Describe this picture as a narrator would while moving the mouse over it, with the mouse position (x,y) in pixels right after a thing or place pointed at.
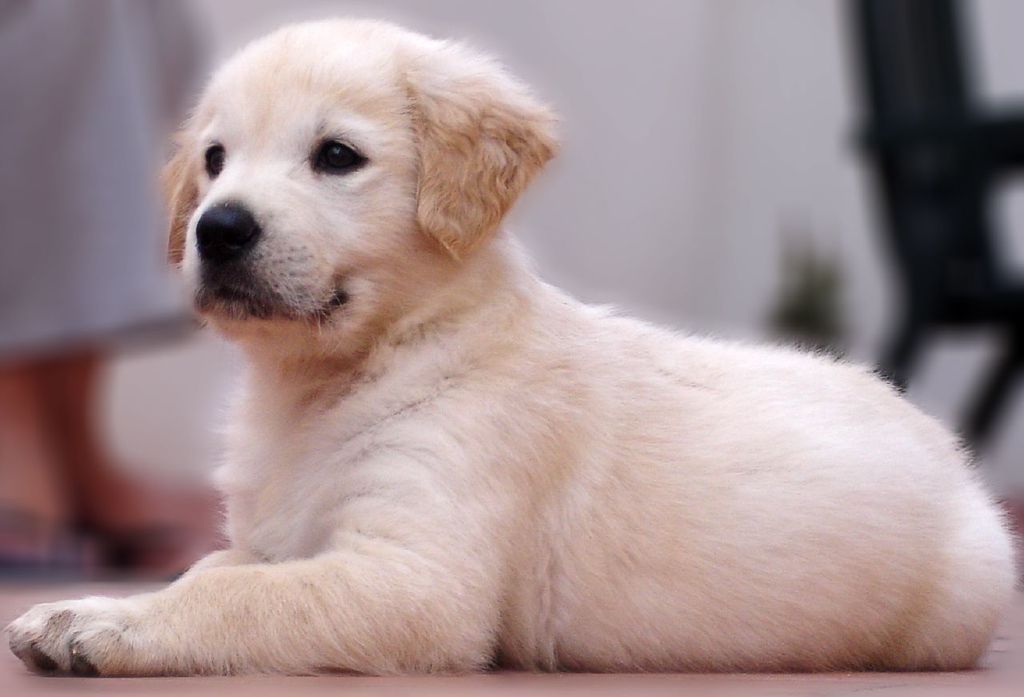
In this image in the center (454,345) there is one dog (309,514), and in the background (82,353) there is one person (136,274) who is standing and also there is one chair (906,171).
